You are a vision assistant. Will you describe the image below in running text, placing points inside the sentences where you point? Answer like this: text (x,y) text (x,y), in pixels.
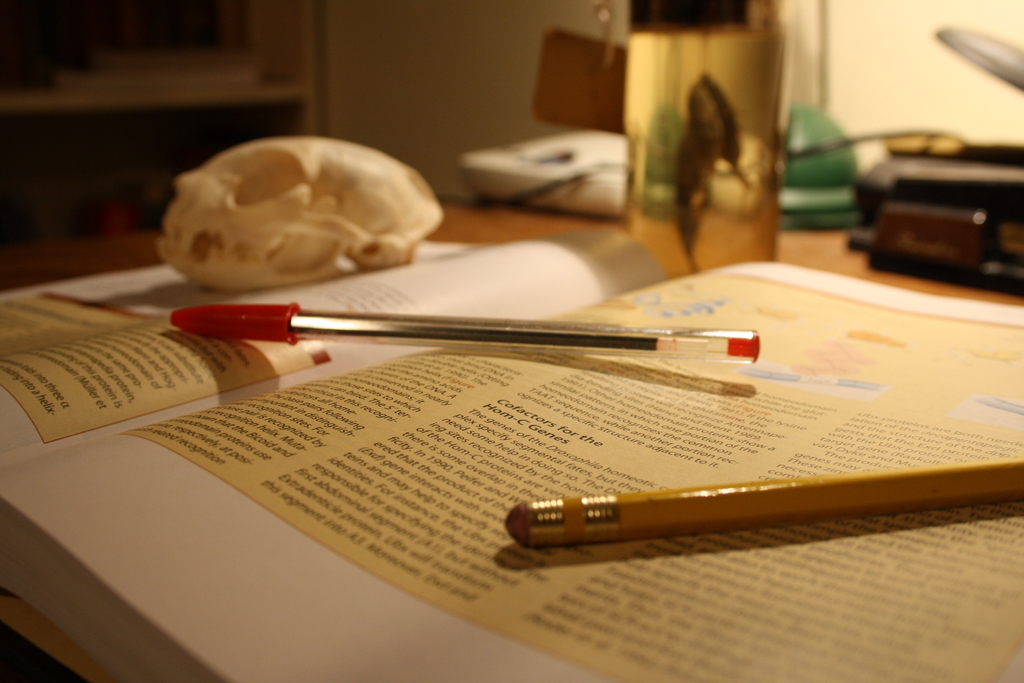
In this image in the foreground (435,572) there is one book (487,572), on the book (612,455) there are a pen (456,336), a pencil (685,506) and some object (315,188). In the background (663,170) there are phones (922,205), bottle (656,132), wall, cupboard (270,101) and some other objects (1000,184).
